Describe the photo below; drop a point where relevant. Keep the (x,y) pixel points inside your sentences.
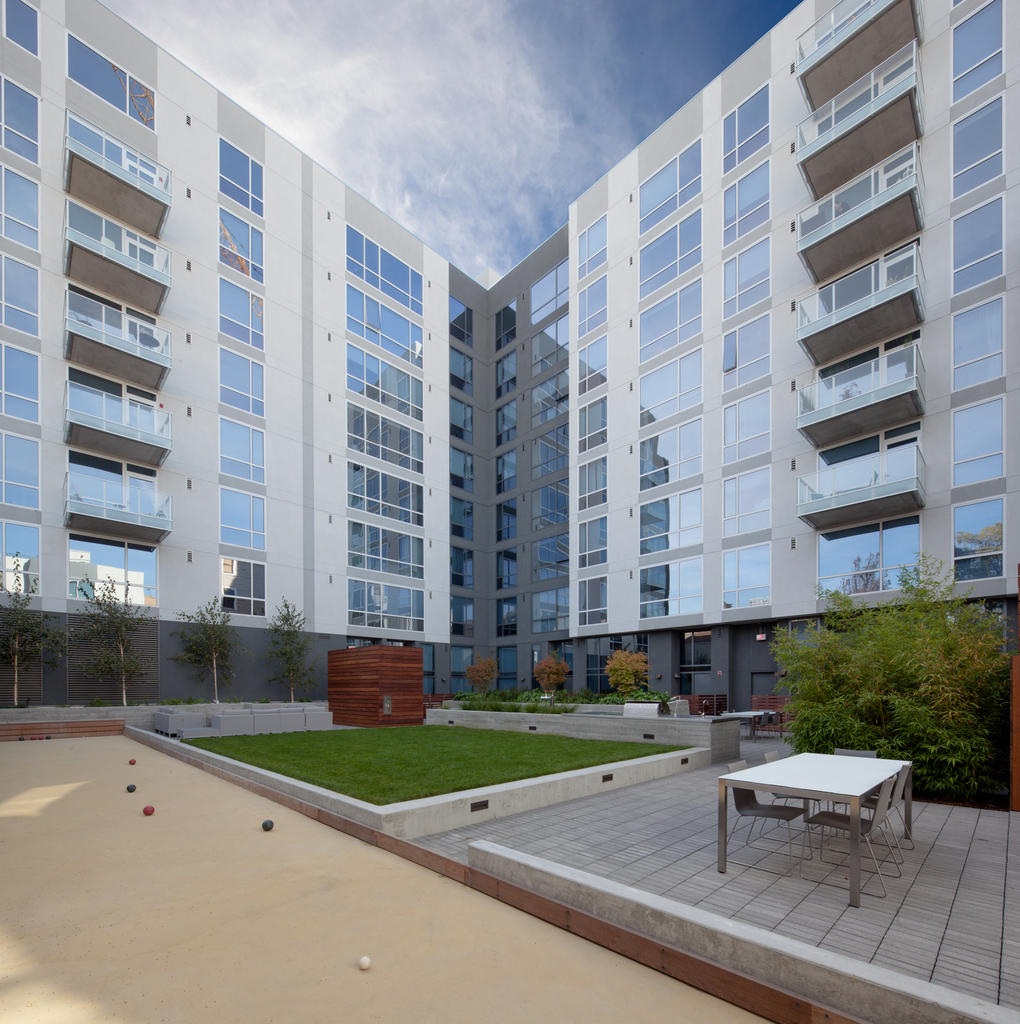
In the center of the image (551,438) there is a building (499,447). On the building (302,464) we can see windows (232,351) and doors (108,480). At the bottom of the image (843,756) we can see tables (840,798), chairs (884,794), plants (865,715), trees (900,693) and grass (377,739). In the background (509,103) there are clouds (450,103) and sky (597,73).
